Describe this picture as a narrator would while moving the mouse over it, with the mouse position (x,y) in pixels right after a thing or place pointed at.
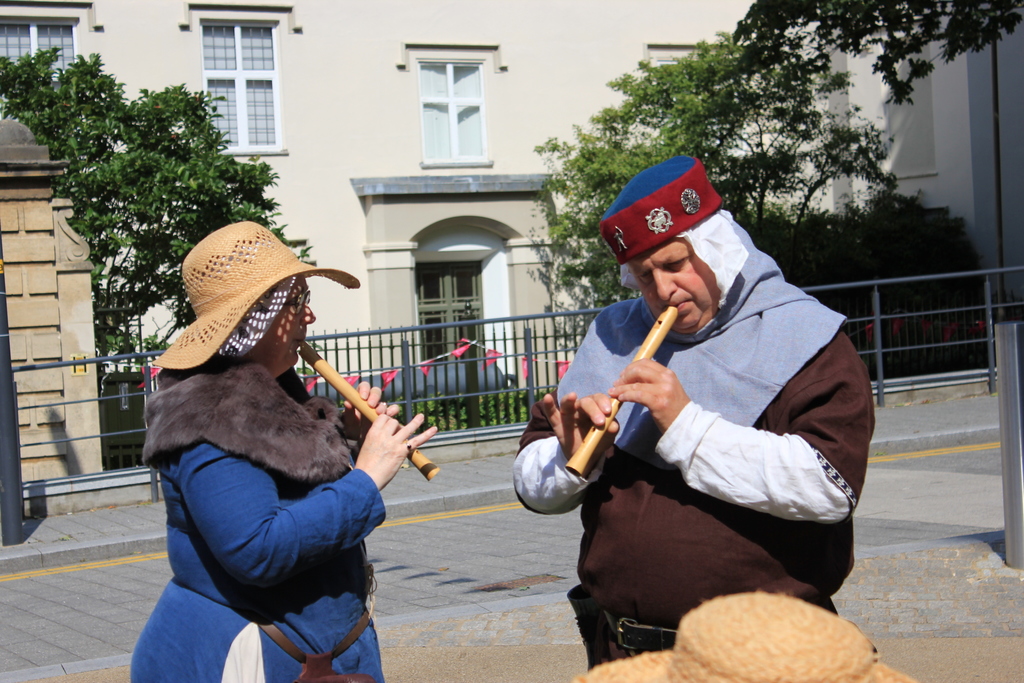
This image is taken in outdoors. There are two persons (328,540) in this image a man (748,247) and a woman (390,412). At the background (701,18) there is building (715,19) with window (215,50), wall (323,112) and door (457,286). There were few trees (22,58) and plants (466,409), there is a railing (486,331). In the left side of the image (9,469) there is a pole (3,499) and a woman (342,661) wearing hat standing holding a flute (371,411) in her hands (376,450). In the right side of the image (823,317) a man (760,279) is standing holding a flute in his hands (563,409). At the bottom (8,607) there is a road (146,612).
